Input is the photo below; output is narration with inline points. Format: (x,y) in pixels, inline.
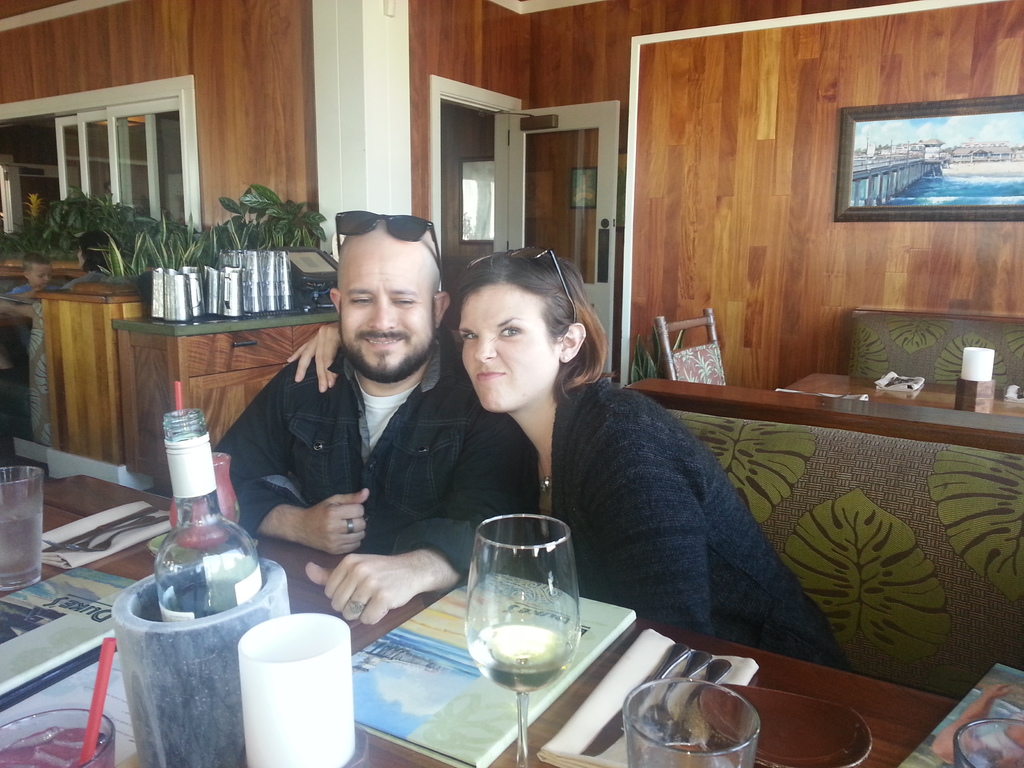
A man (426,364) and a woman (702,471) are sitting on the sofa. There are wine glasses (521,647), bottles (221,602) on the dining table (578,691) behind them there is a door (512,209).
